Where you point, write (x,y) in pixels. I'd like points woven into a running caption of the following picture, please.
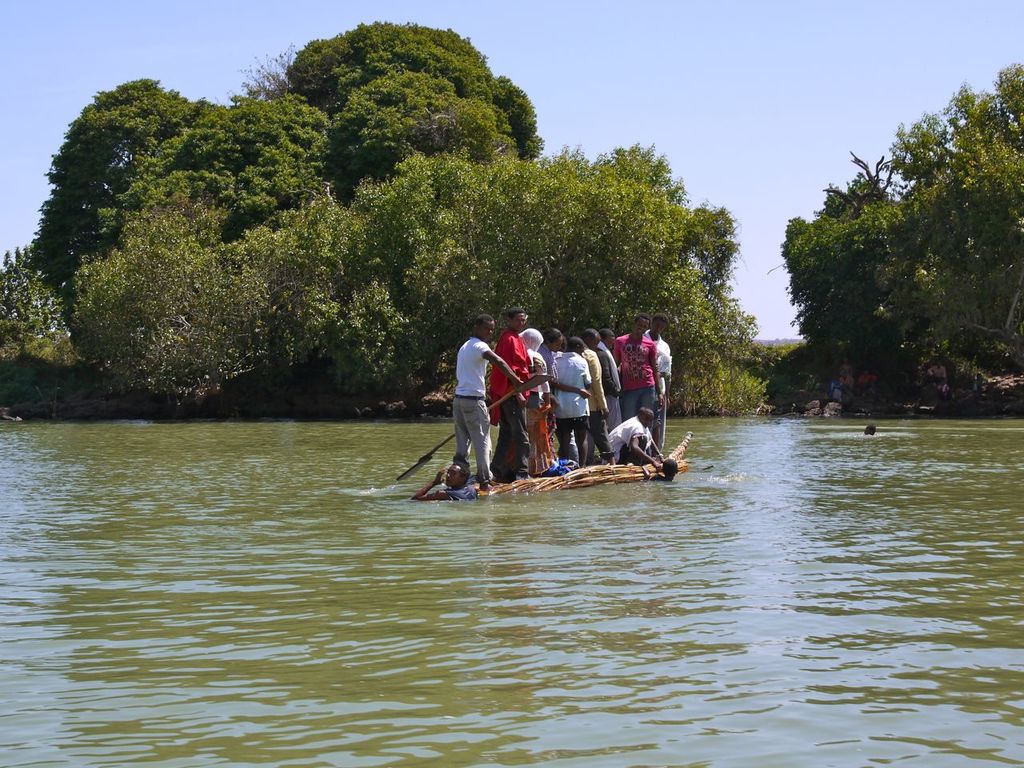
This image is taken in outdoors. In the bottom of the image (182,645) there is a pond (313,633) with water (621,631) in it. In the middle of the image (490,436) there are few people (518,430) standing on the boat (570,474) with paddles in their hands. In the background (422,305) there many trees (469,300) and plants (761,344). At the top of the image (234,29) there is a sky (67,61).
